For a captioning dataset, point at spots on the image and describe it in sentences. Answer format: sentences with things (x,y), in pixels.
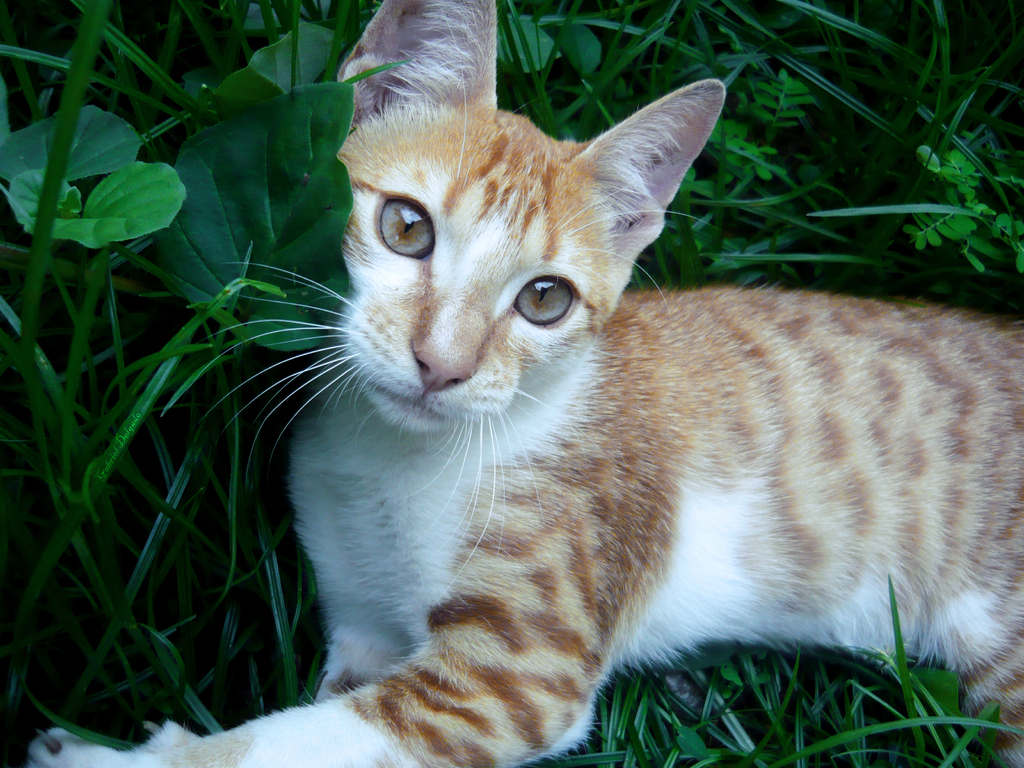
In this image I can see the cat (561,386) which is in white and brown color. To the side I can see the grass (142,33) which is in green color.
